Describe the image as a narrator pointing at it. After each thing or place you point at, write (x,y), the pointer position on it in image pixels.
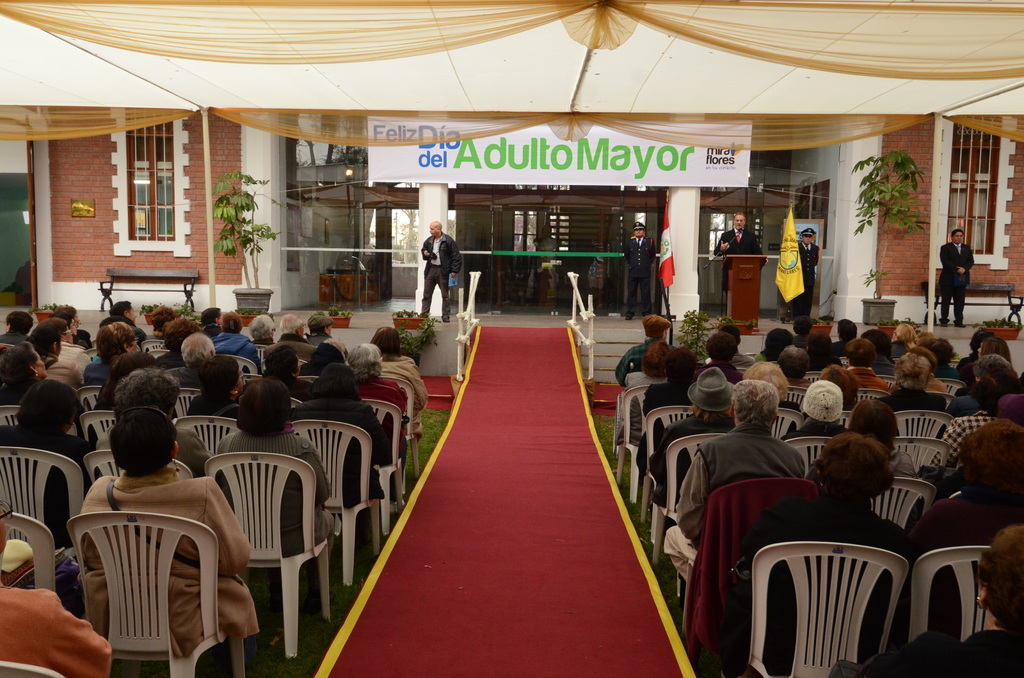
In the image we can see there are lot of people (309,443) who are sitting on chairs (969,563) and in front there is a man (442,278) who is standing in front of the building (573,261) and on the top (462,163) there is a banner (623,162) which says "Adulto Mayor".
